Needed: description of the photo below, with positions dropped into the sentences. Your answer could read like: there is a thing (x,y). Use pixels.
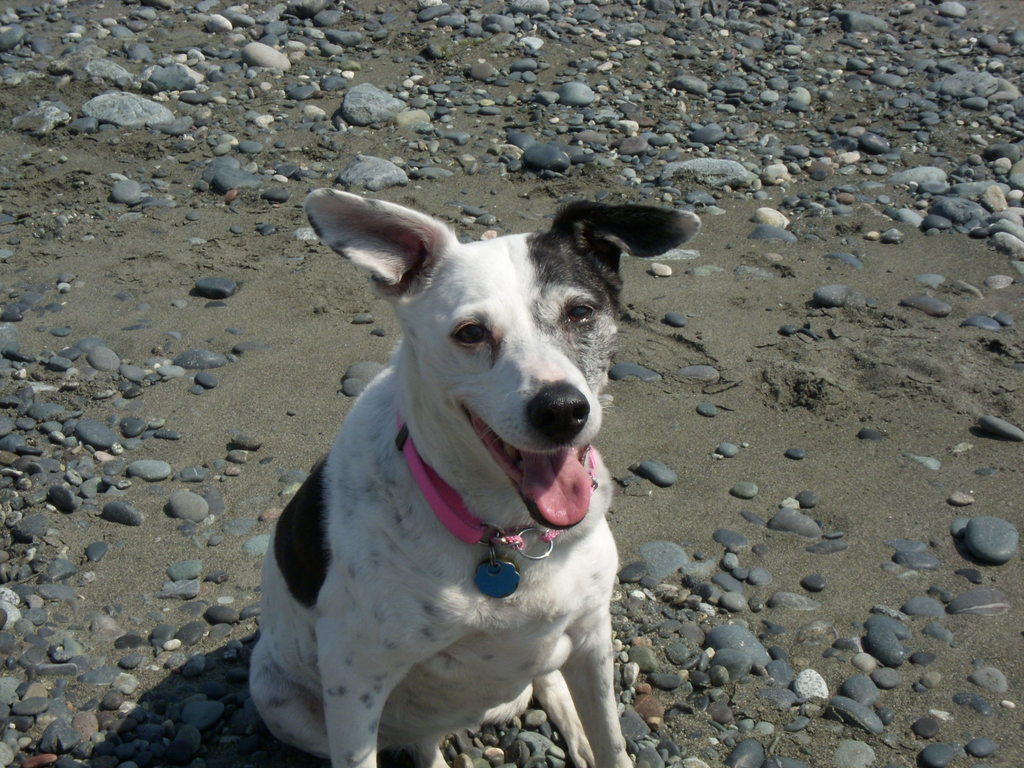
In this image we can see a dog (397,534) which is of white and black color which has pink color collar (510,543) sitting on the ground (173,671) and in the background of the image (478,135) there are some cobblestones (775,57) and sand (109,341).
